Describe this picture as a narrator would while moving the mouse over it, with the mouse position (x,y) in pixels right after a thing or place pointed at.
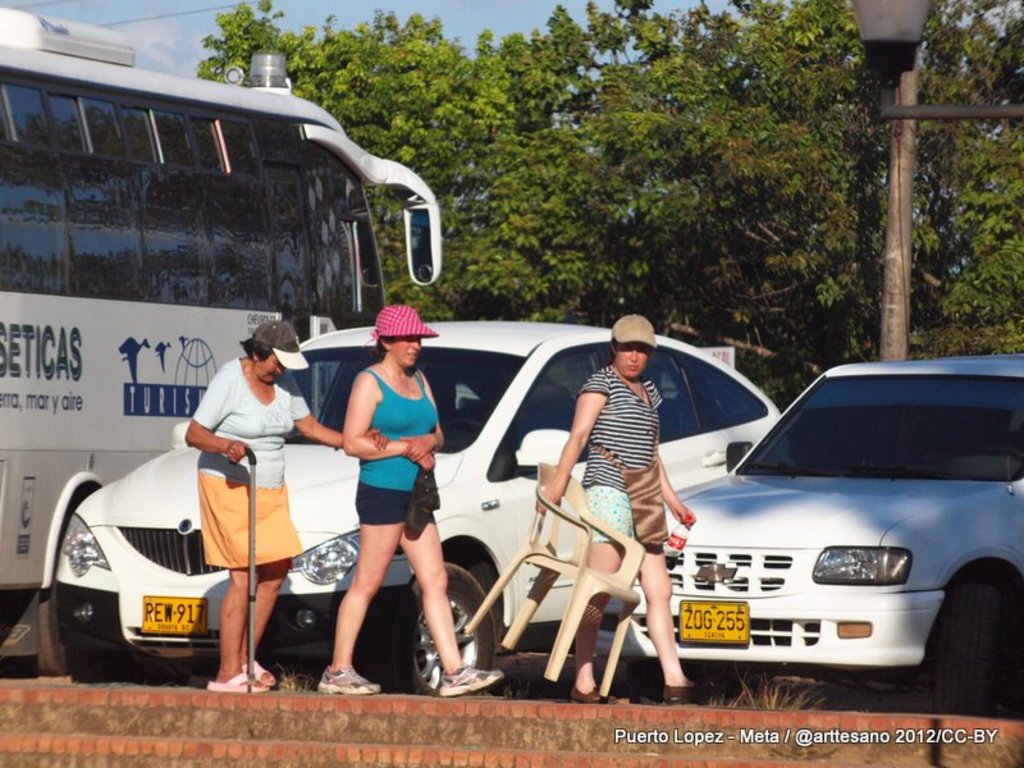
In this picture we can see three women (234,484), among them a woman (596,550) holding a chair (594,575) and a bottle (669,545) and another woman (247,522) holding a stick (248,691). Behind the women (224,455), there are cars (492,426), a bus (219,257), trees (443,216), a pole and the sky (458,3). In the bottom right corner of the image (684,736), there is a watermark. In the top right corner of the image (875,23), there is a street light (872,11). At the bottom of the image (36,718), there is a wall (367,723).
